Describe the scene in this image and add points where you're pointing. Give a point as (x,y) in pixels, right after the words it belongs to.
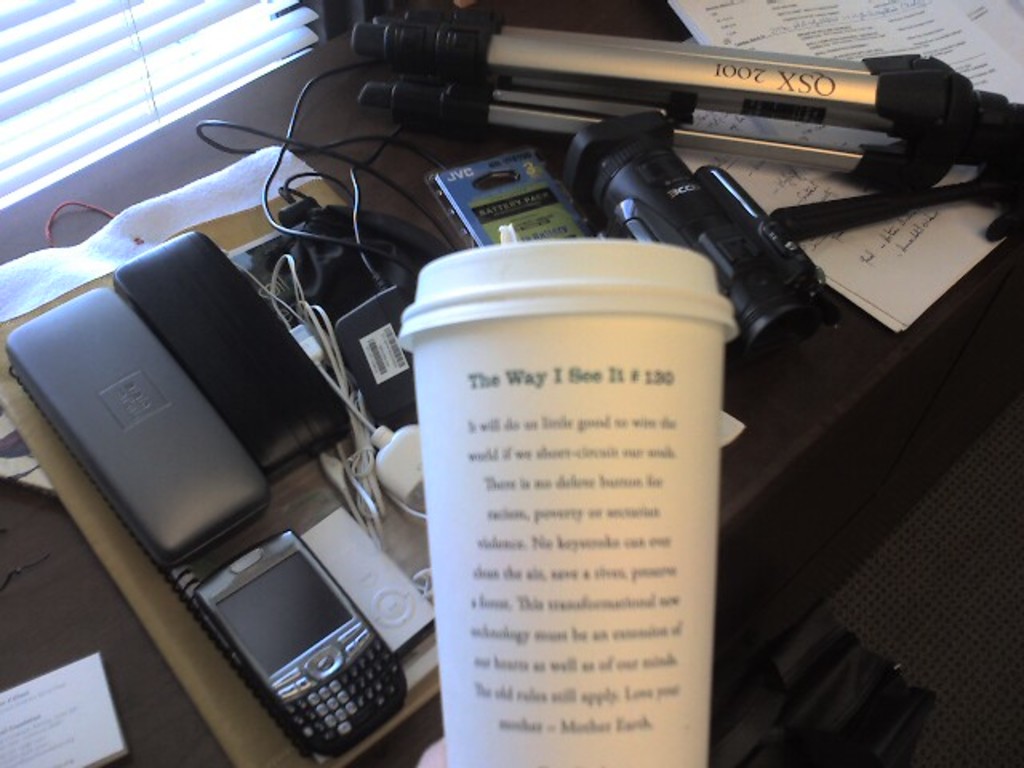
This is table (132,759). On the table (775,487) there is a camera (705,240), papers (800,36), mobile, cables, and devices (405,403). This is bag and there is a carpet (982,711) on the floor (973,736).
